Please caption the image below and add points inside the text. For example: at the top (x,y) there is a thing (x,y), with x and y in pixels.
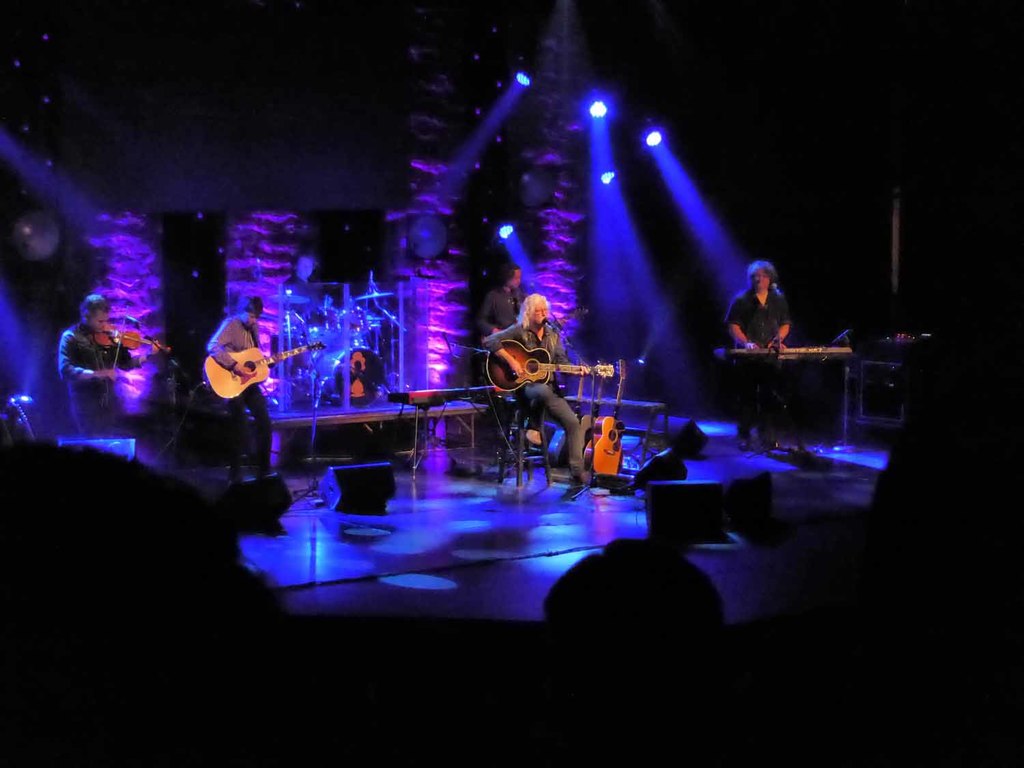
In this image, there are group of people (544,346) standing and sitting and singing and playing a guitar (525,354) in mike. In the bottom of the image (139,570), there are group of people (669,656) sitting, an audience (891,651). On the top (516,81) there are focus lights (677,198). The background (857,177) is dark in color. It looks as if the image is taken in a concert area (513,363).
